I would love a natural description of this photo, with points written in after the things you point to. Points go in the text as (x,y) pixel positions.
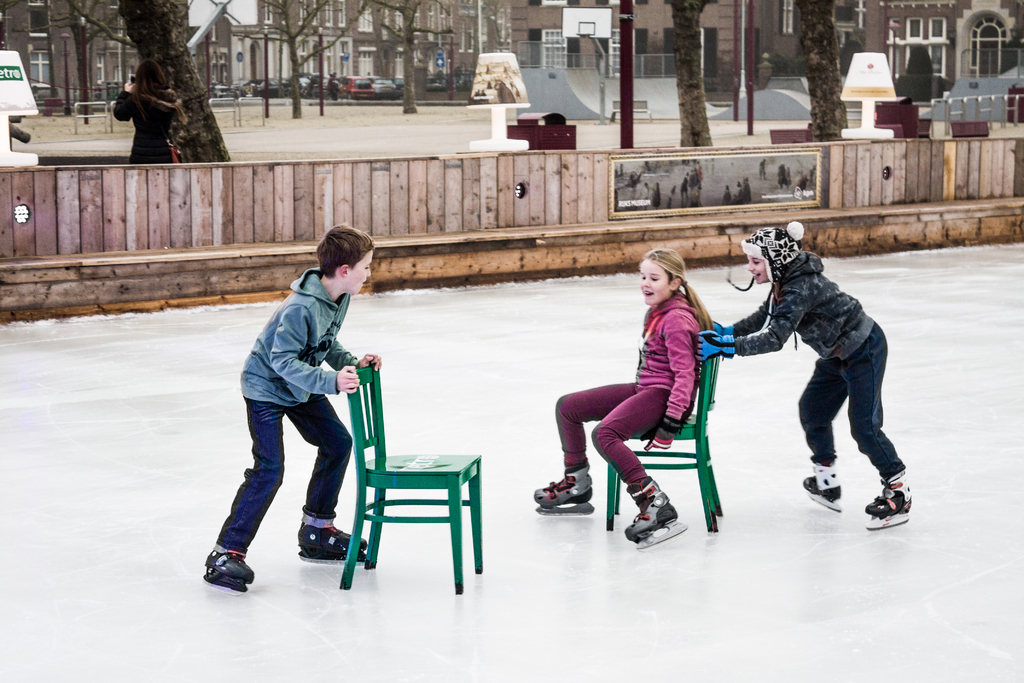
The picture is taken in a local playground (302,443) in the locality (278,58) of houses (261,58). in the foreground of the picture (720,473) there are children (283,334) skating. in the center of the picture (356,427) there are three kids (294,420) and two chairs (423,484). in the background (23,34) there are buildings (222,27), trees (189,54), benches (781,136), poles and a basketball court (225,14).
